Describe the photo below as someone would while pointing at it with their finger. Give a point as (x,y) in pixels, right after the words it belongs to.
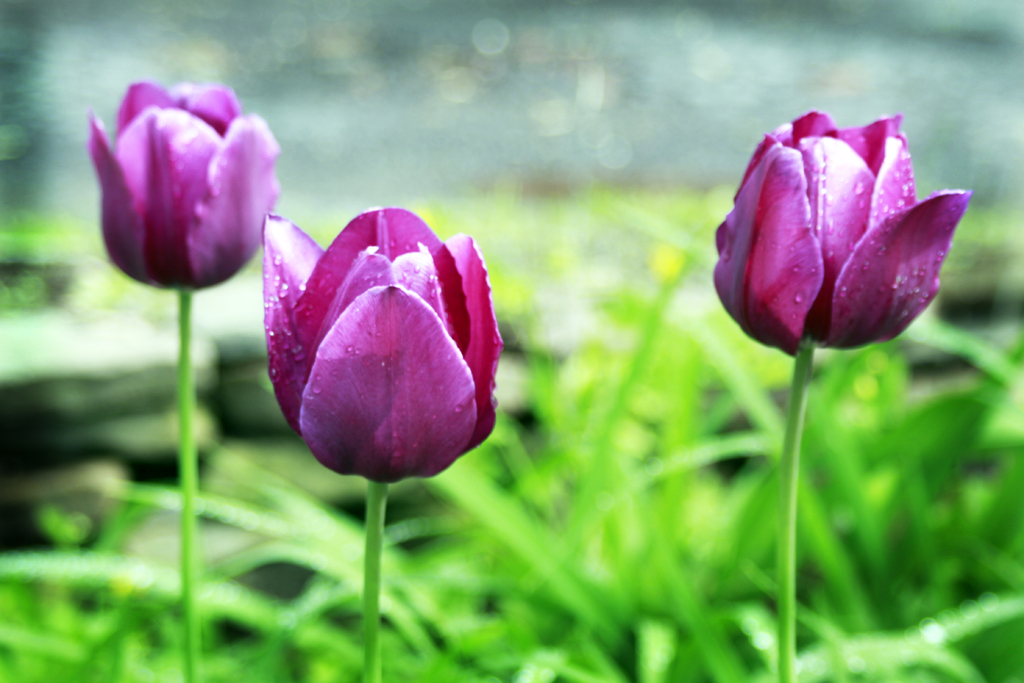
This is a tulip flower (418,385). Its is purple in colour and we can see few droplets of water (901,204) on the flower (858,223). On the background of the picture (590,72) we cannot see anything because it's very blur.
